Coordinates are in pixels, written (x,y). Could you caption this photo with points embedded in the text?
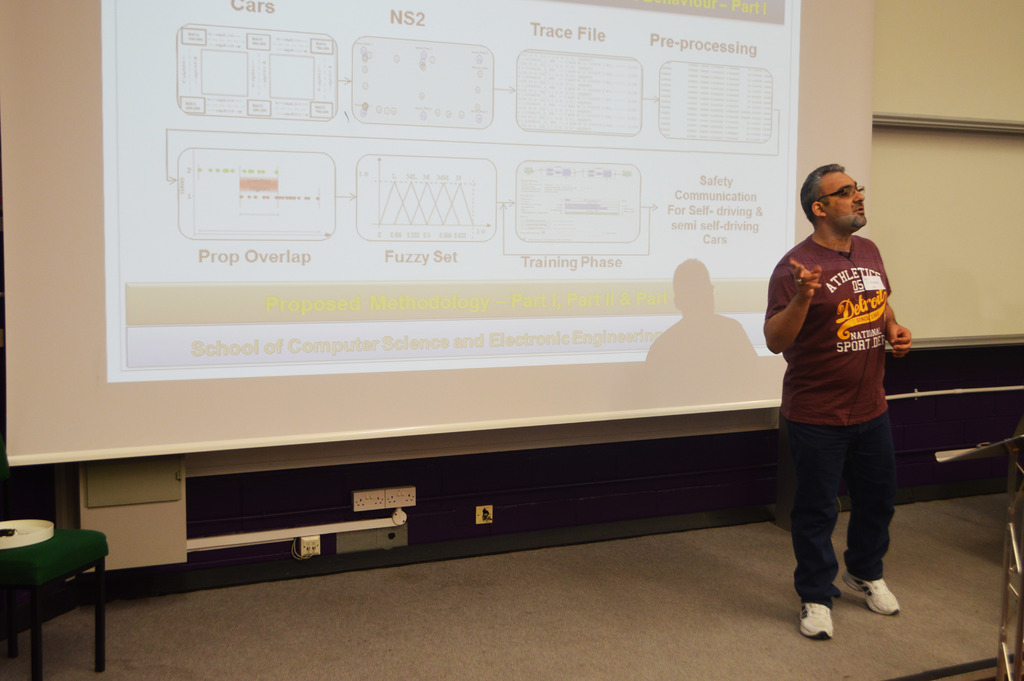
In this picture, we can see a person (798,371), ground (560,572), and we can see some objects (64,542) on bottom left side (80,565) and right side of the picture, we can see the wall (332,463) with screen (514,204), switch boards (368,499), and some objects (173,503) attached to it.
